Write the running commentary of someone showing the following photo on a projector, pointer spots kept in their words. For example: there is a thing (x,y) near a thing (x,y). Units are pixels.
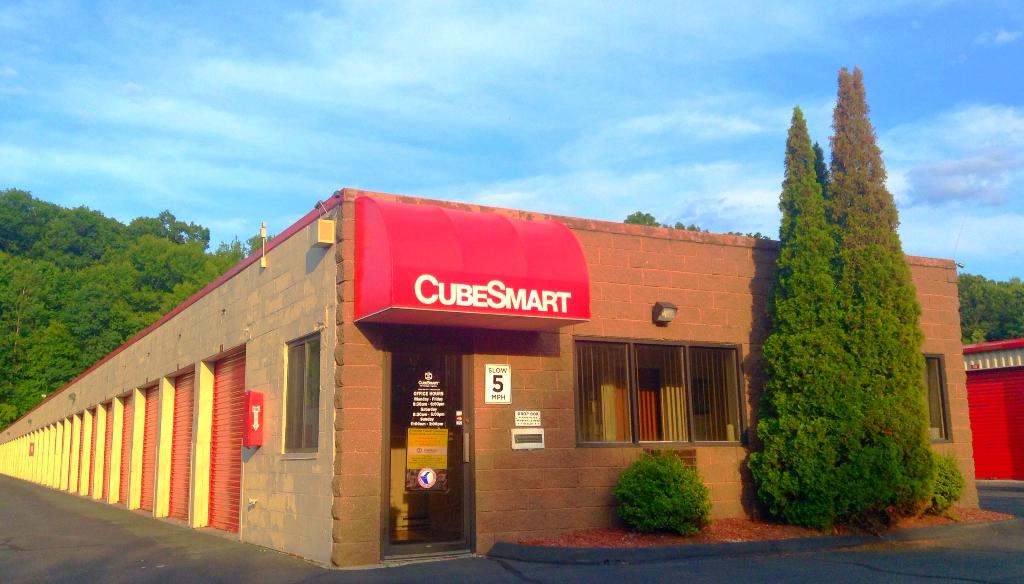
In front of the image there is a store (246,386) with walls (311,332), pillars (207,366), glass doors (438,513), windows (701,402) and there is a name board (494,249) with a name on it. In front of the store (697,446) there are plants (823,216). In the background (37,245) there are trees (1012,329). At the top of the image (571,139) there is sky (590,139) with clouds (420,131).
